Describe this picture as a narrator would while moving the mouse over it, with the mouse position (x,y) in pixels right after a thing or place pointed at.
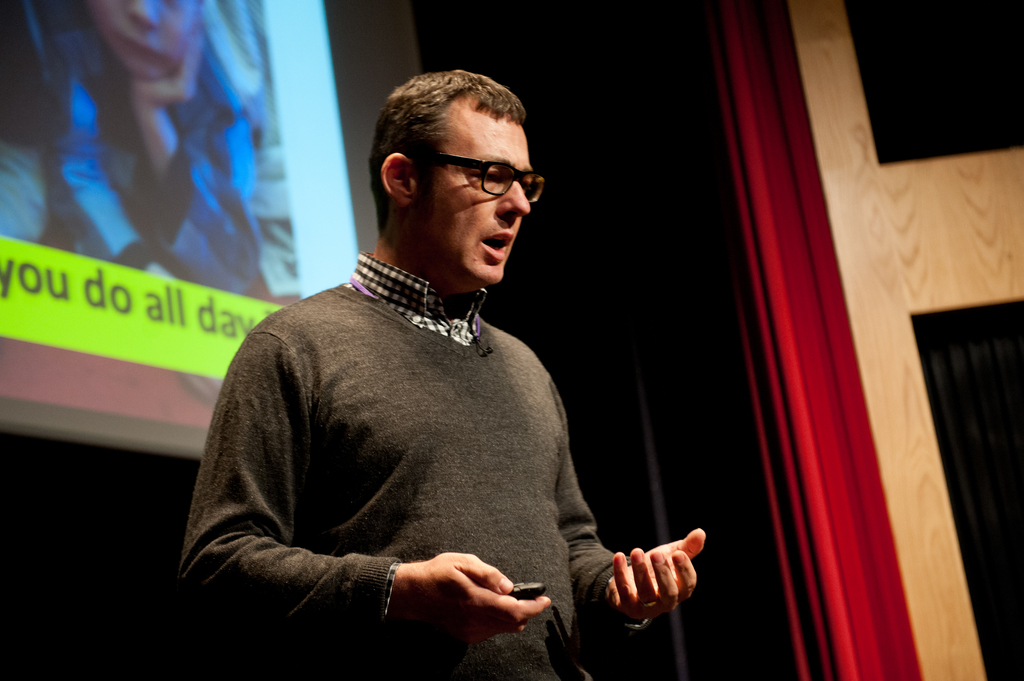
In this image there is a man (417,343) standing and talking, he is holding an object (524,587), there is a wooden object (891,279) towards the right of the image (908,217), there is a red color curtain (806,297), there is a screen (327,66) towards the top of the image (322,86), there is a child (163,115) in the screen (121,113), there is text (166,296) on the screen (123,304), the background of the image (348,75) is dark.
